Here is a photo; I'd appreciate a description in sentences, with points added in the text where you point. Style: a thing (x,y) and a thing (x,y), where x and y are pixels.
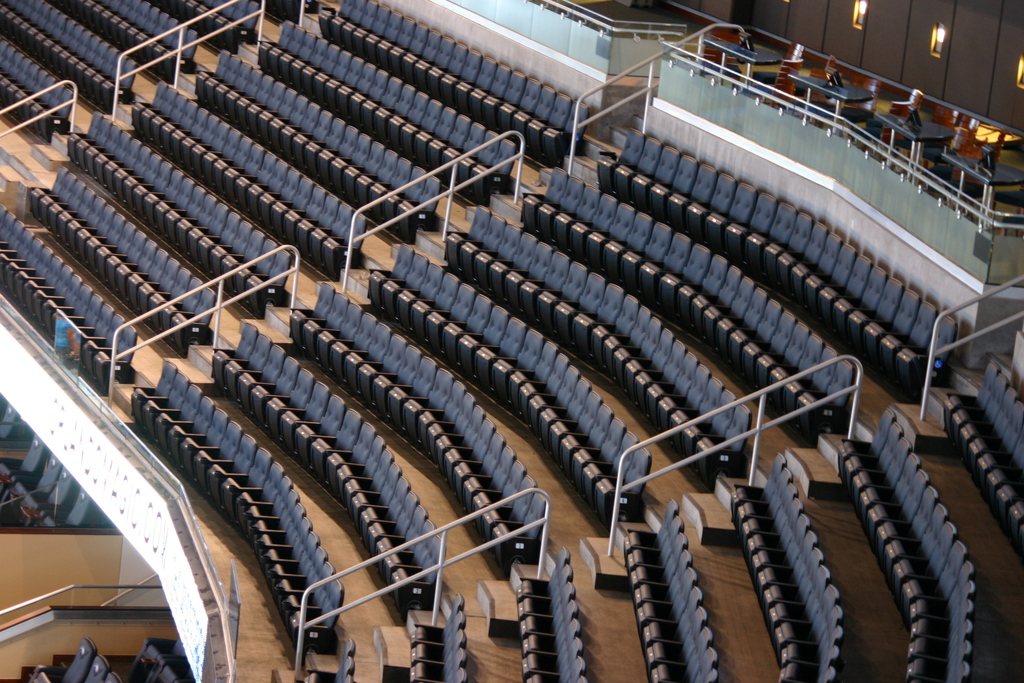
In the middle of this image (398,364), there are chairs (825,406) arranged and separated by fences (407,544). On the top right (1005,166), there are tables (1016,178) arranged and there are lights (866,7) attached to the wall (913,27). On the bottom left (54,511), there are chairs (140,659) arranged and they are separated with a wall (72,561).
